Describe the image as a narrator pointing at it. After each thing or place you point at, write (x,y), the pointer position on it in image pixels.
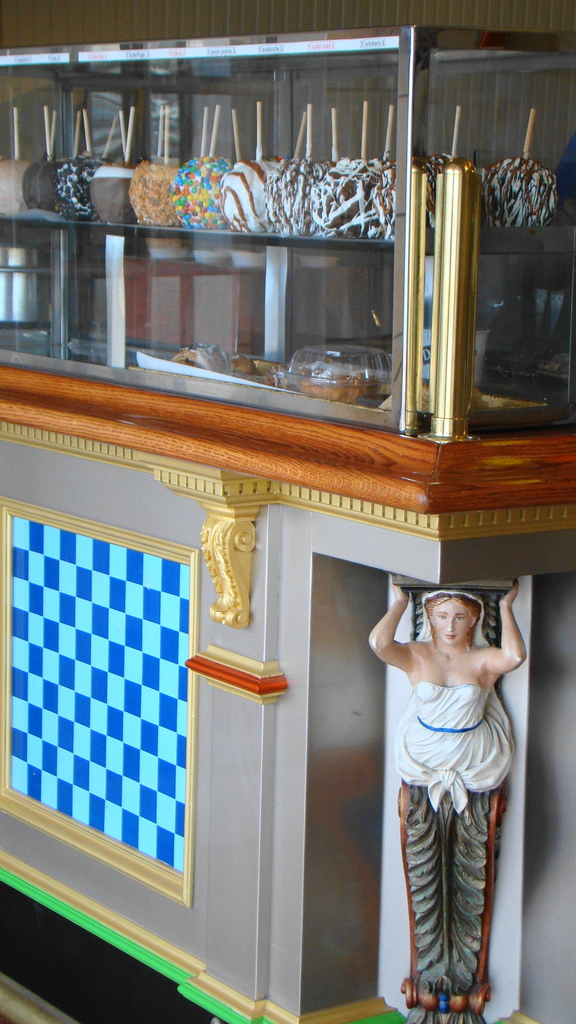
This picture is clicked inside the room (409,726). In the bottom right corner (500,746) we can see the sculpture (434,659) of a woman (439,723) and we can see a cabinet (229,72) containing food items (486,184). In the background (130,20) we can see the wall (389,22).
